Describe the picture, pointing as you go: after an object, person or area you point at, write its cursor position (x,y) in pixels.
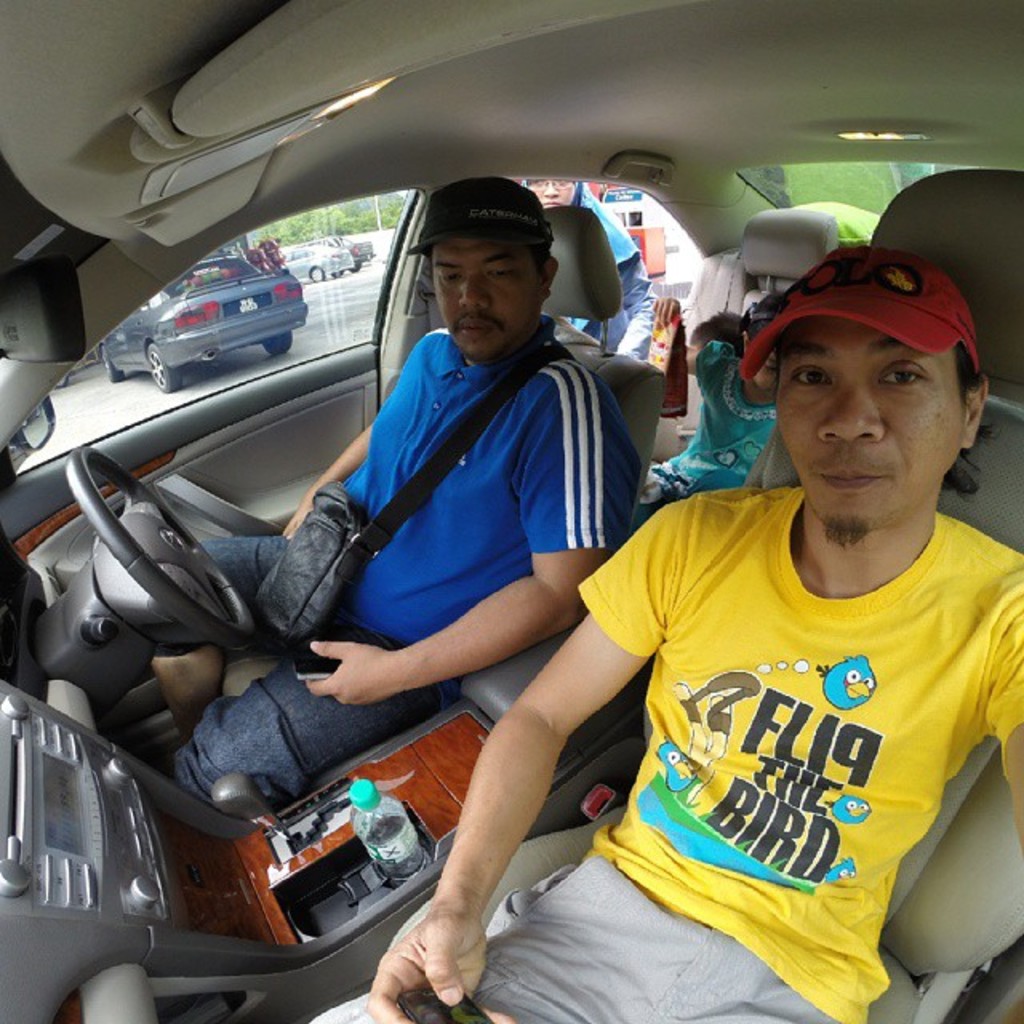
Here we can see three persons (692,594) sitting inside a car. This person (688,752) is holding a mobile (430,1007) in his hand (466,979). We can see a bottle (377,858) here. Through car glass (305,275) we can see one women (550,185), trees (391,212) and vehicles (266,317) on the road (265,371).
